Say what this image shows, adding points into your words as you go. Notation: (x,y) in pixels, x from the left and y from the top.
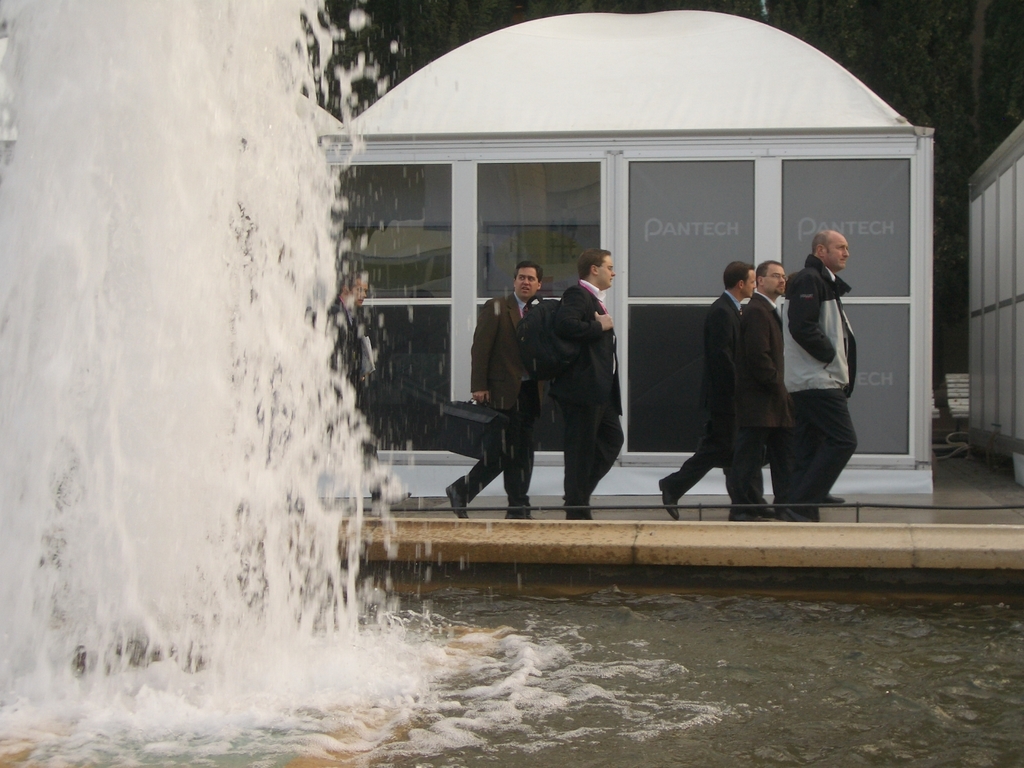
In this picture we can see the water (647,719), bags (545,343), shed (483,206), wall (988,217) and some people (707,464) on the ground (997,464) and some objects (948,507) and in the background (964,335) we can see trees (958,84).
